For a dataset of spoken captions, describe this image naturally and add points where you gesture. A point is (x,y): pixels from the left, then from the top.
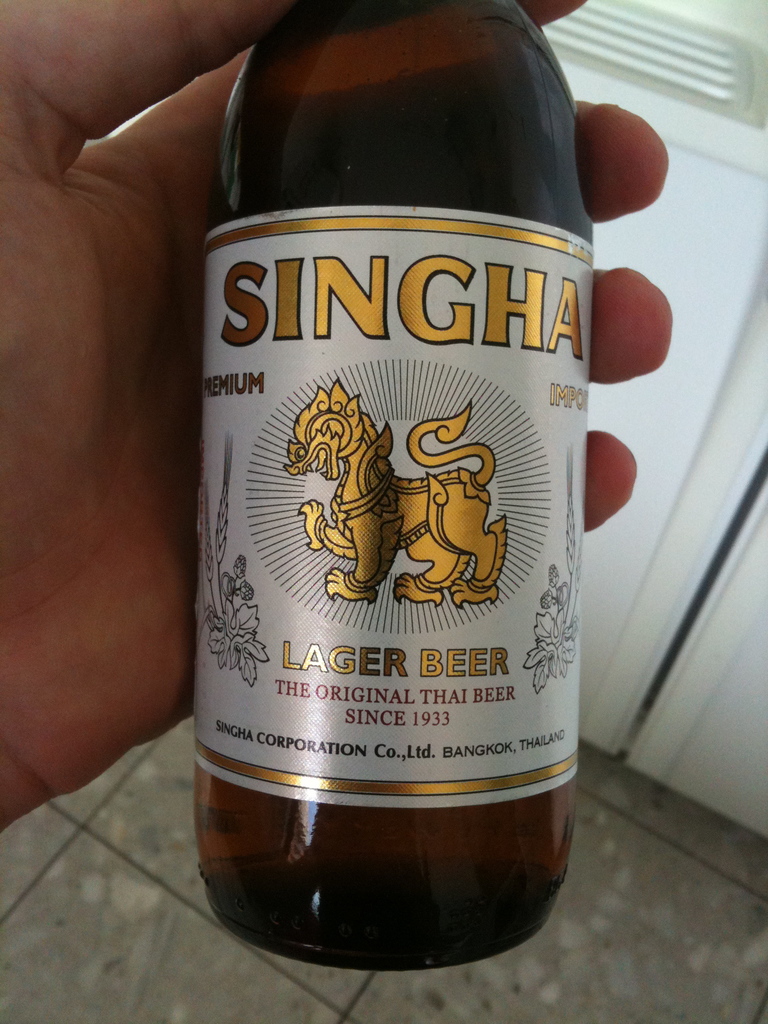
In this image there is a beer bottle (398,523) is in a person's hand (148,391) as we can see at middle of this image (348,378) and there is a wall (706,409) in the background (657,543).
